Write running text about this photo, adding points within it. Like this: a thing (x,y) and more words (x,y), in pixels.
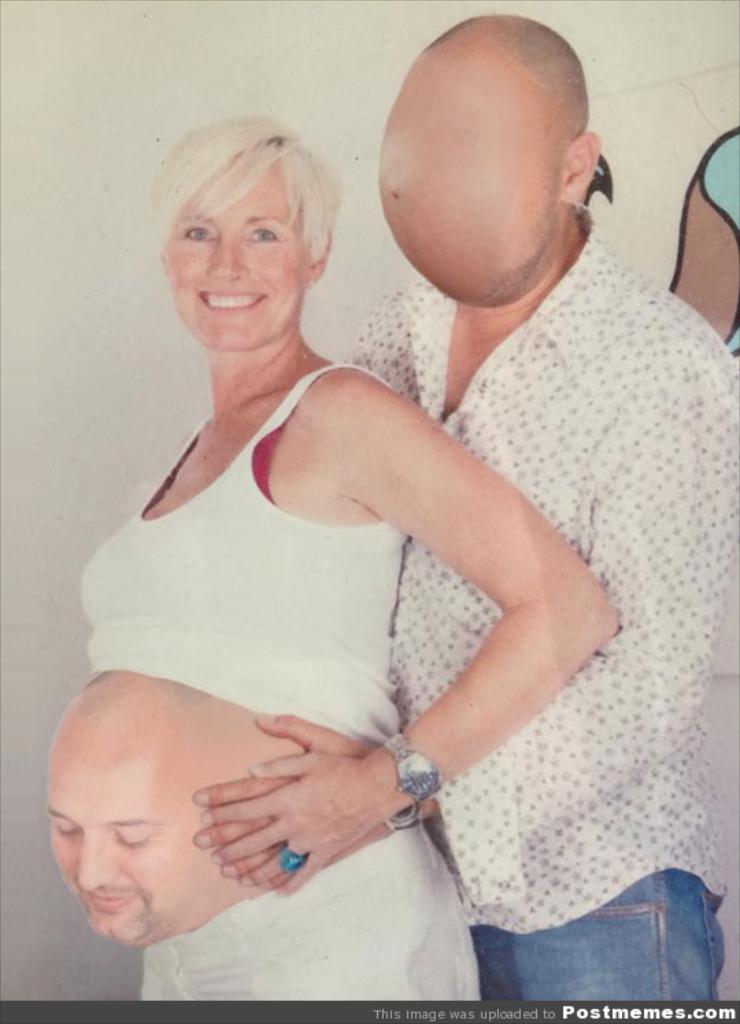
In this image I can see two persons (551,575). the person (595,566) at right (672,545) wearing white shirt (675,806), blue pant (649,877) and the person (339,742) at left (224,667) wearing white color dress (214,666). Background (143,79) I can see the wall (131,77) in white.
